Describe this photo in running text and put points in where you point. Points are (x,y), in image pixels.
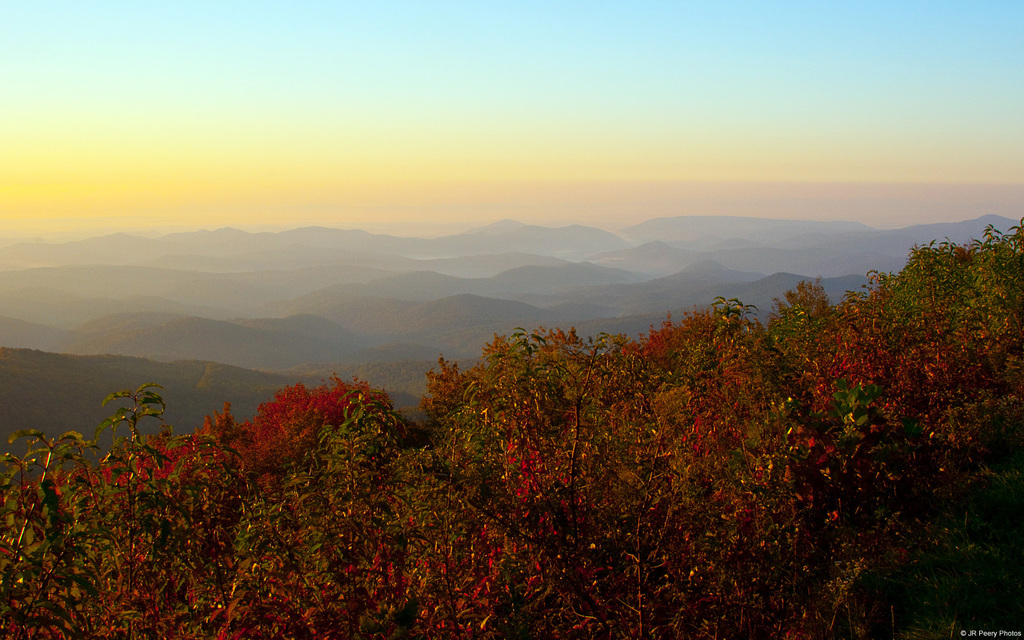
This is the picture of a place where we have some mountains (581,281), trees (623,404), plants (636,410) and some flowers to the trees (642,394).
